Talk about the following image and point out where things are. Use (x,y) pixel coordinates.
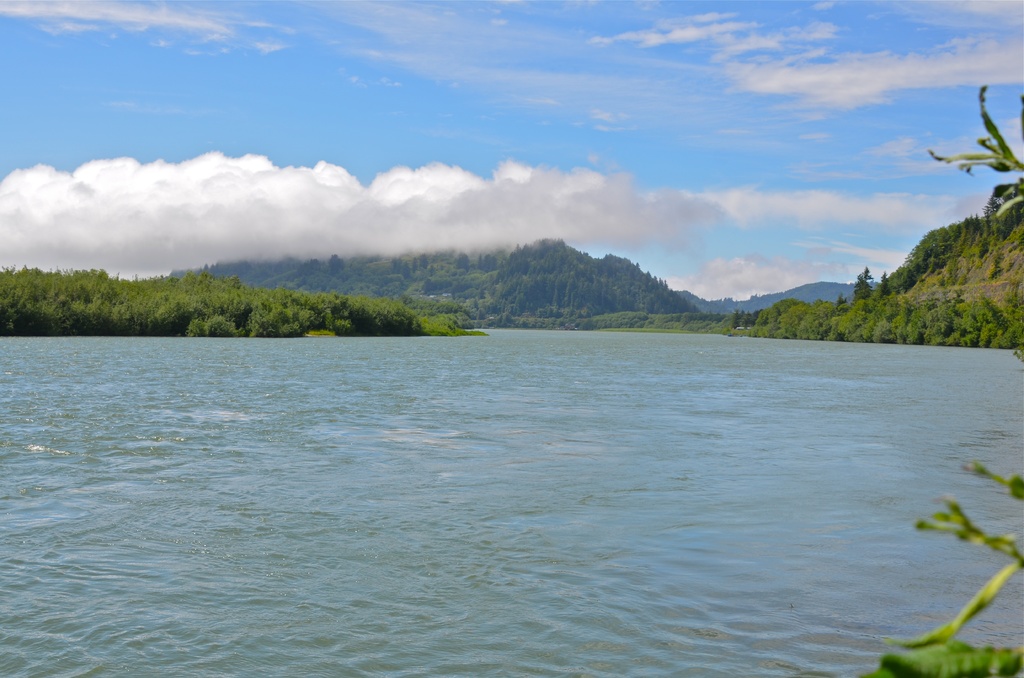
In this image, we can see a river (443,359). There are plants (881,324) and hills (559,287) in the middle of the image (511,280). There are clouds (463,193) in the sky (803,184).
